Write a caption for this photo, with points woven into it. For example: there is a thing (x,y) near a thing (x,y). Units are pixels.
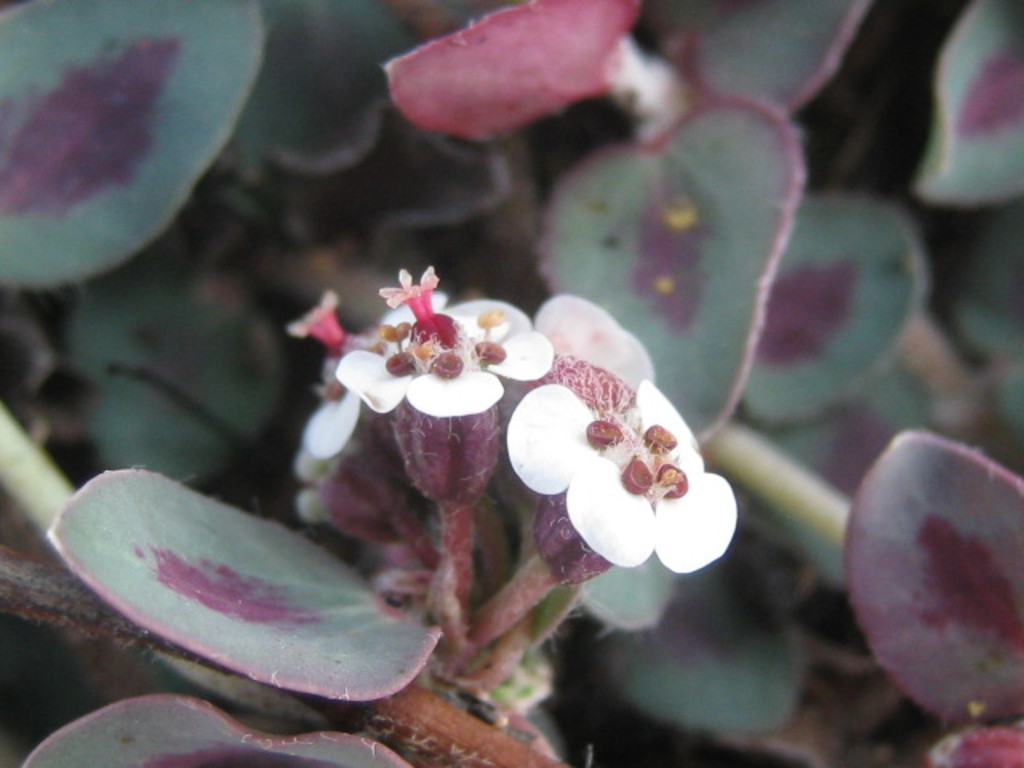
in this image there is a flower (449,458) in middle of this image (494,396) which is in white and pink color and there are some leaves (686,189) in the background (862,297).
